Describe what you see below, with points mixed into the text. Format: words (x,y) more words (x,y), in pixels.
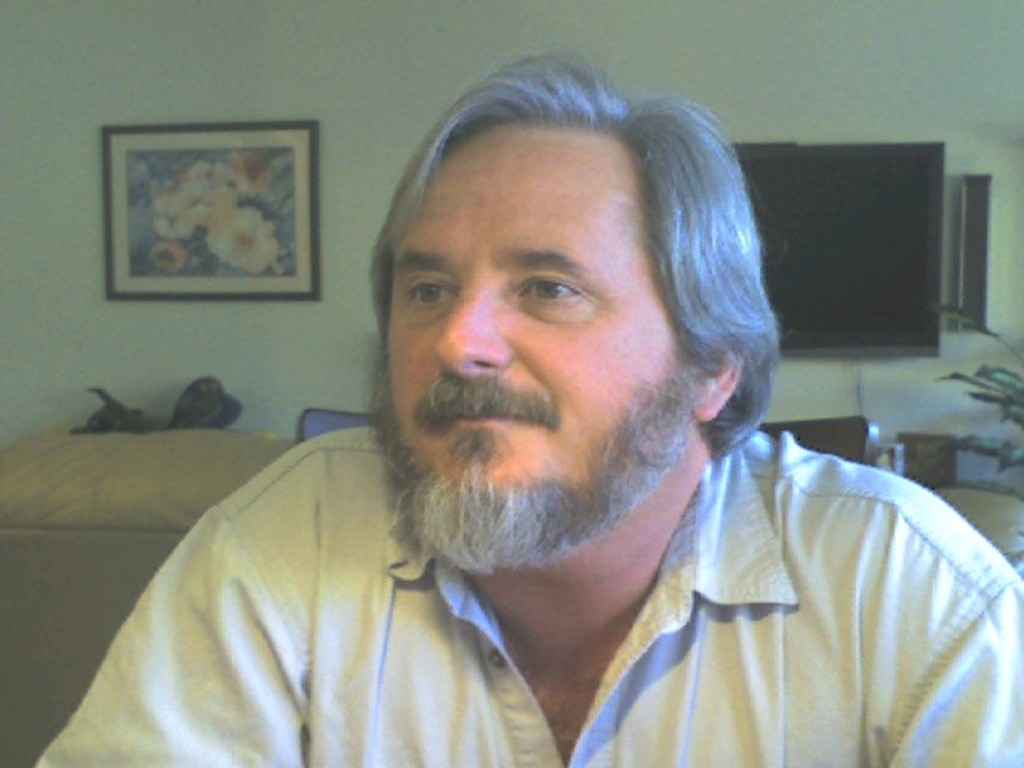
This is an inside view of a room (293,60). Here I can see a man (550,458) wearing a shirt (368,630) and looking at the left side (71,648). In the background (71,605) there is a couch (55,614) on which few objects (197,414) are placed. At the back (53,261) there is a wall (391,67). A photo frame (245,175) and a monitor (875,302) are attached to this wall (349,47).
